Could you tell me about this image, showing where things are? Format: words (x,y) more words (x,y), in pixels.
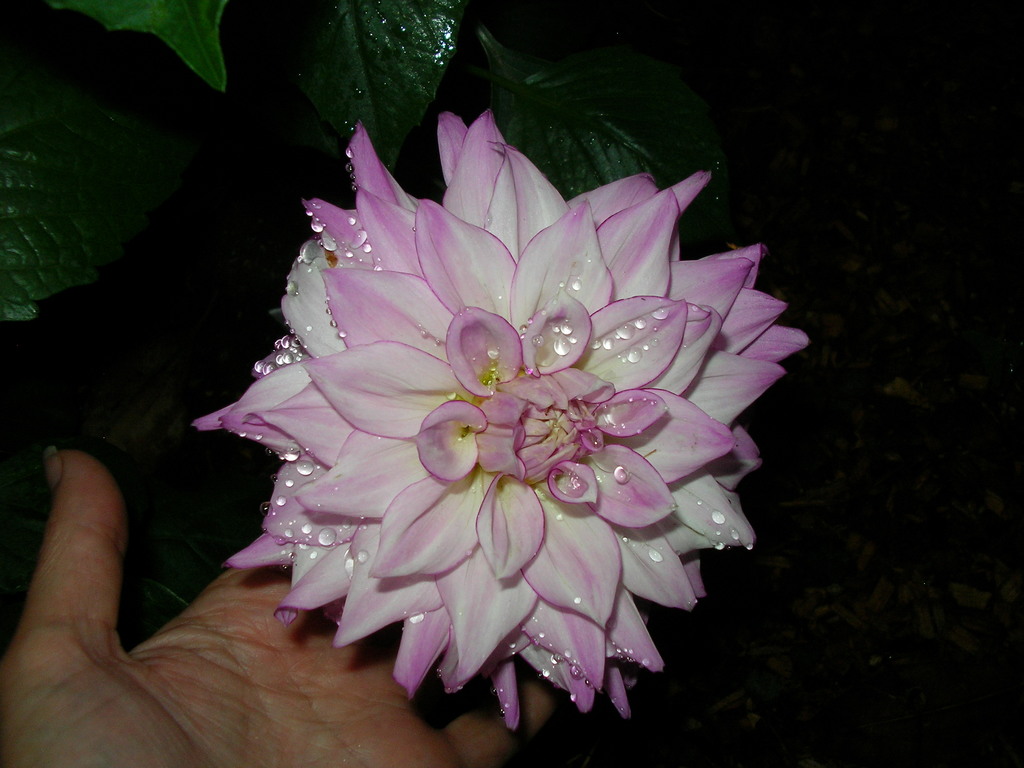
In the center of the picture (384,345) there is a flower (407,486). On the left (201,700) there is a person's hand (237,707). At the top (317,106) there are green leaves (642,151). On the right (916,471) it is dark. On the flower (281,383) there are water droplets (280,362).
